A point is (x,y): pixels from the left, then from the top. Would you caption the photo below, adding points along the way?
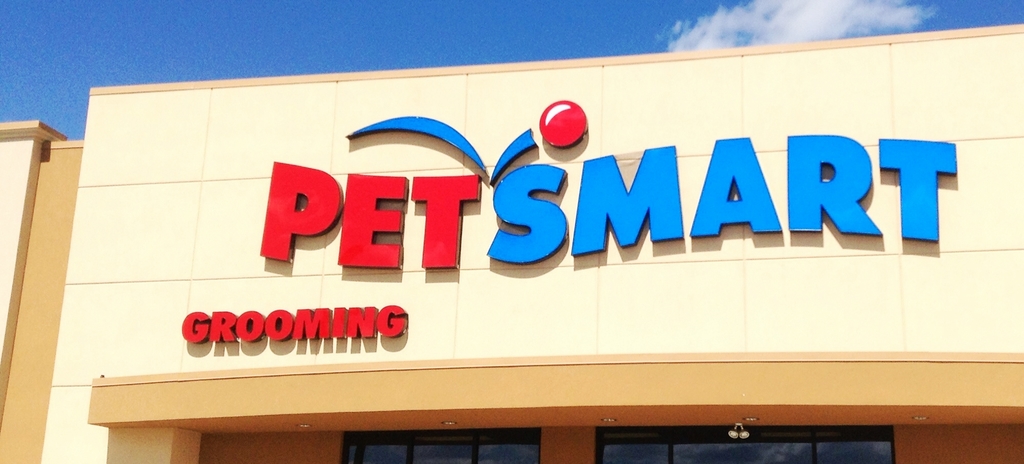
In this image there is some text (219,324) on the wall (624,300) of a building (597,421) having windows (537,443). Top of the image (436,41) there is sky (436,29) having clouds (713,37).
